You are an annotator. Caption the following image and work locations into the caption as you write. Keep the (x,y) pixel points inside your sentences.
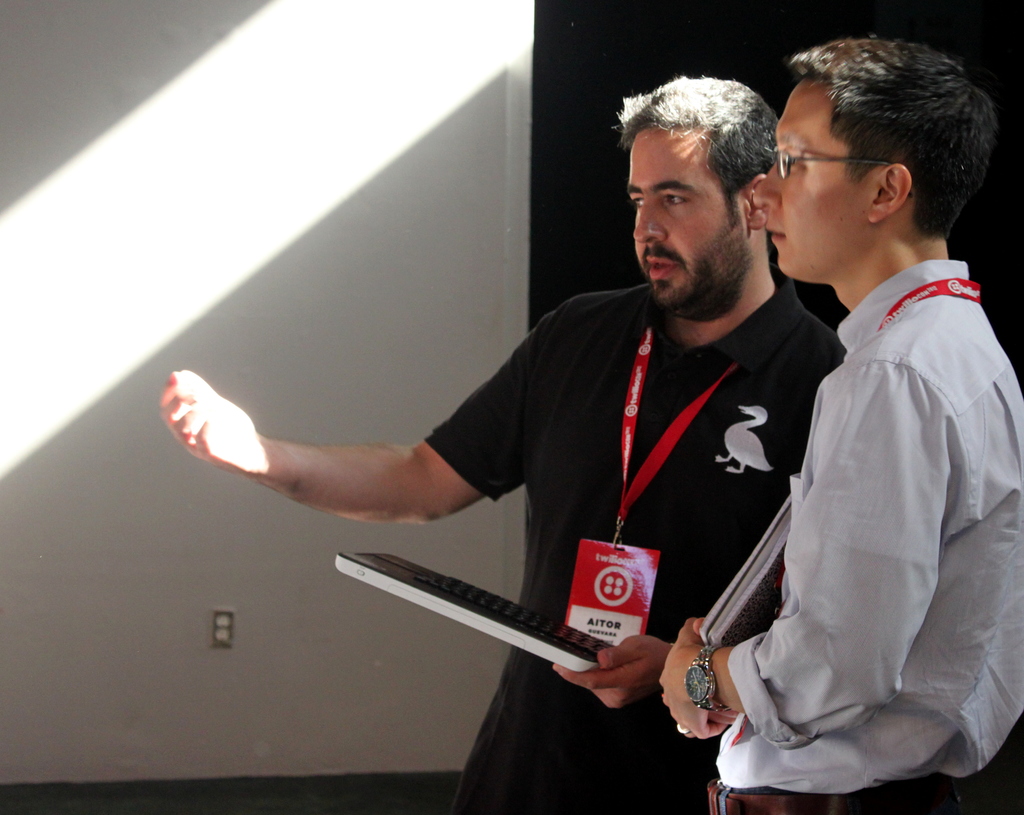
In this picture we can observe two men (669,679). Both of them are wearing red color tags (669,448) in their necks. One of them is holding a keyboard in his hands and the other is wearing spectacles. In the background (156,121) there is a wall (234,316).
